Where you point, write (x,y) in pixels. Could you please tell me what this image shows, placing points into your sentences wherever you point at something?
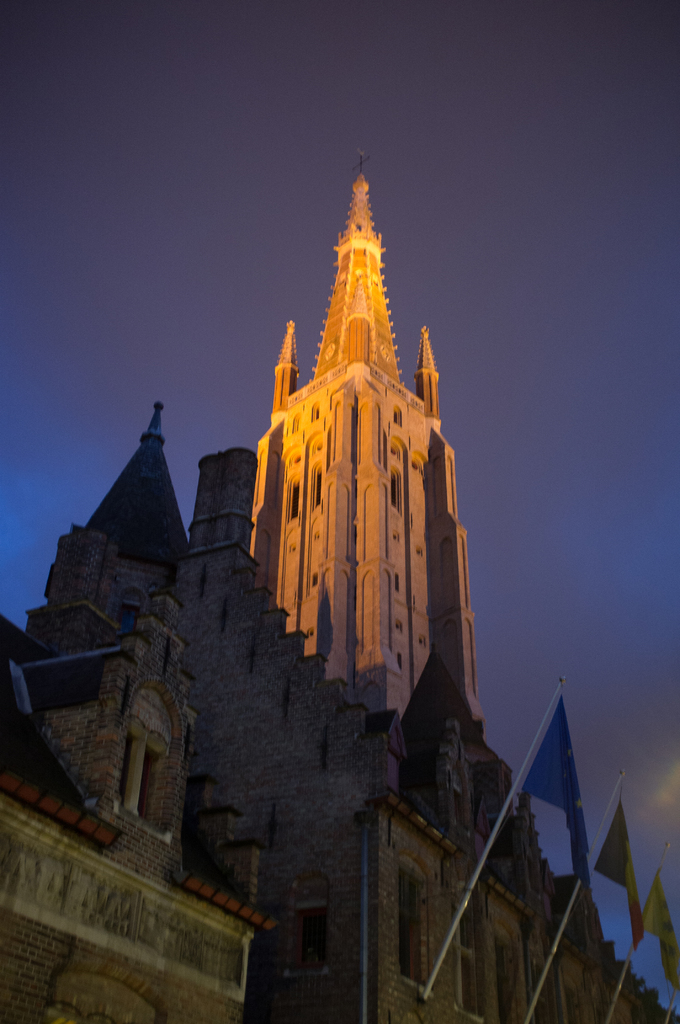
In the foreground of the picture (527,910) there are flags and a building (222,649). At the top (156,165) it is sky (501,233).
